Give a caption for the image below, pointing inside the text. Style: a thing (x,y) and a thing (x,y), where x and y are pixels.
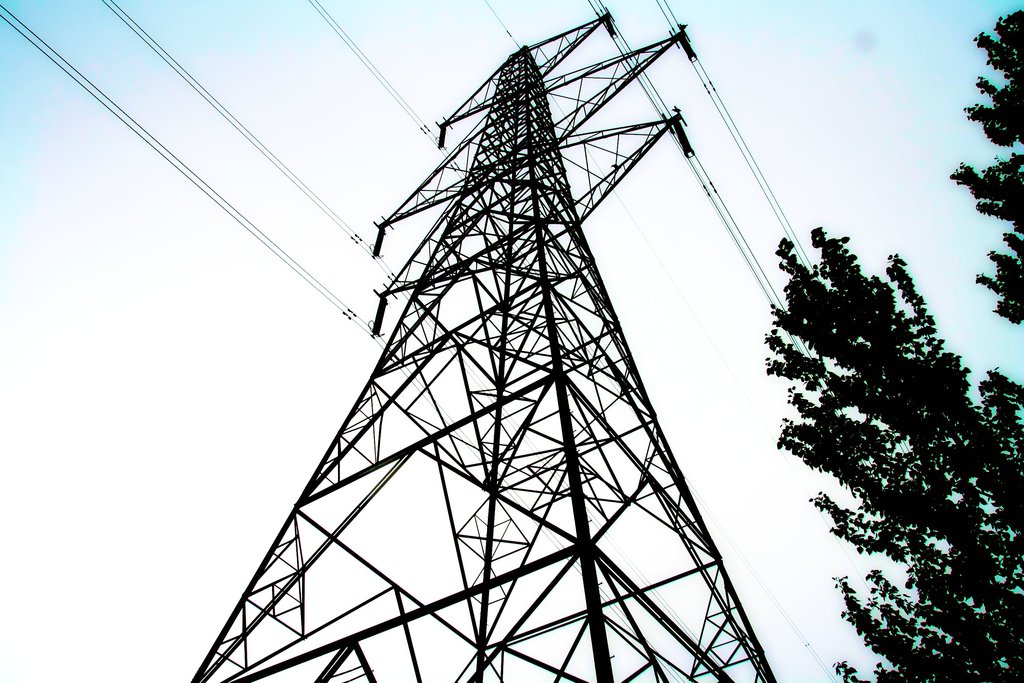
In this image we can see there is a electrical pole (583,500) with wires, beside that there are trees (976,539).
